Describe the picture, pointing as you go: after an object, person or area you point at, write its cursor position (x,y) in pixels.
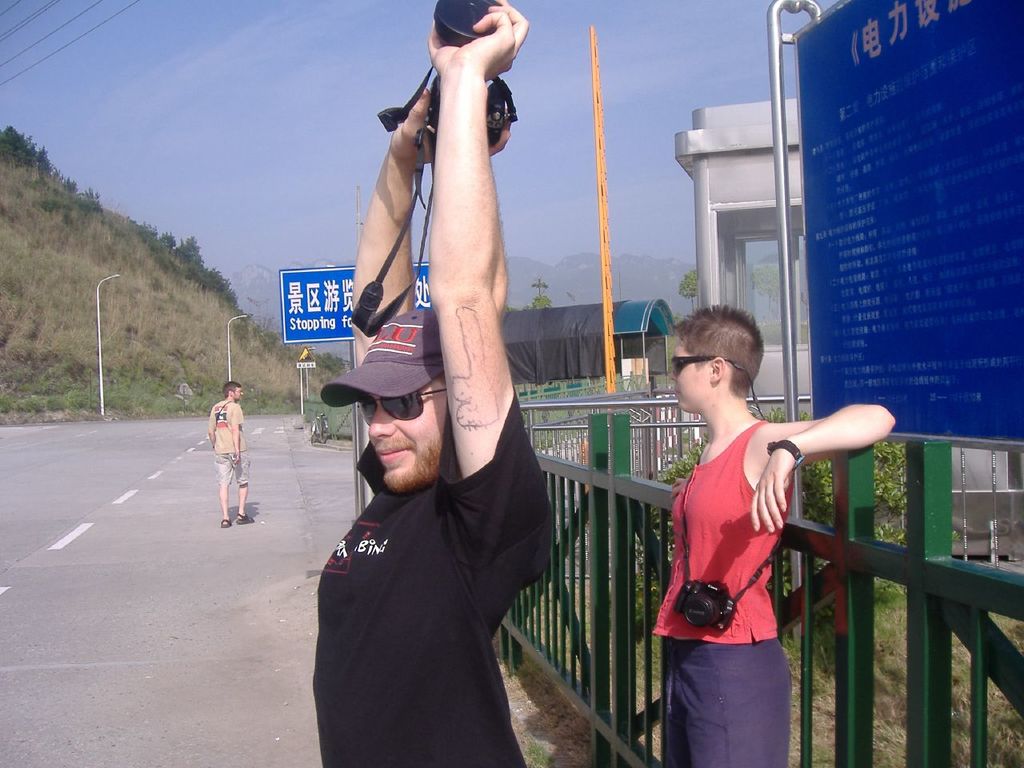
In this image I can see two persons (761,538) visible in front of fence (612,500), one person (460,312) holding an object (492,114) and there is a board (893,295) and plant (893,474) and a person (227,385) walking on the road (191,419), there is the sky (318,139), the sign board (281,277) visible in the middle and there is small tent house (594,318) visible in the middle (560,306).
